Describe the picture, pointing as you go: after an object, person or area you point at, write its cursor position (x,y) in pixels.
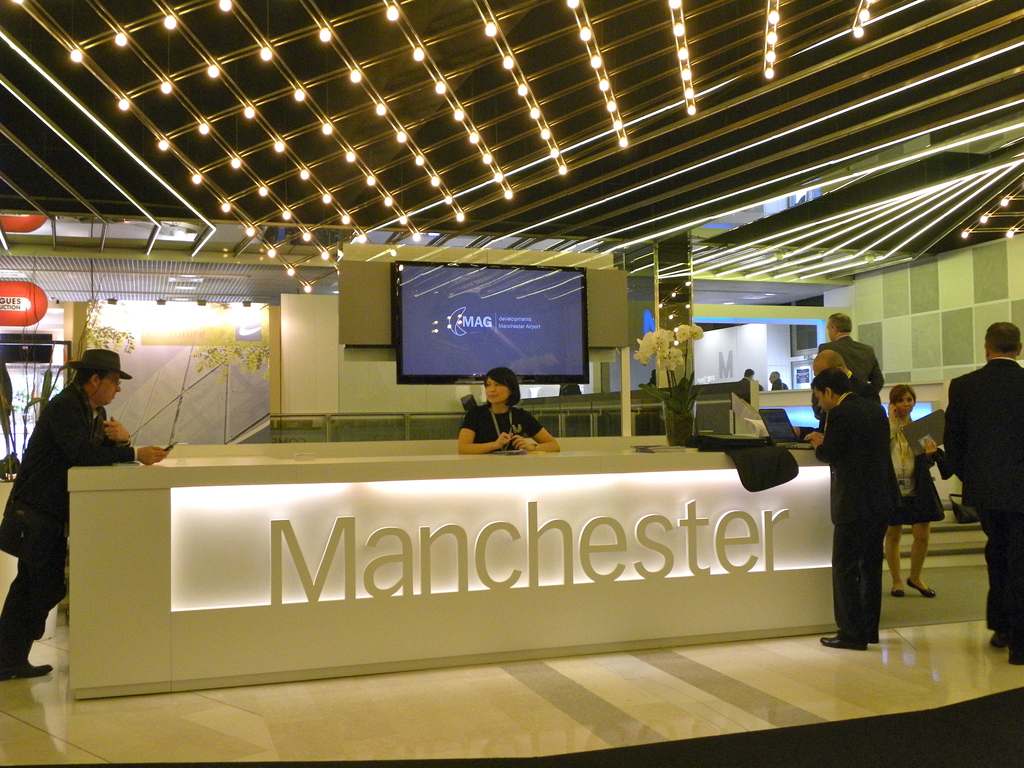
This is an inside view. In the middle of this image (628,503) I can see a table (456,516), at the back (494,413) I can see a woman (477,420) is looking at the man (80,396) who is standing on the left side (26,667). On the right side (858,426) I can see some people (862,464) are standing and few (844,447) are working on laptops (788,437). On the table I can see a flower vase (672,396). In the background (540,345) there is a screen (451,323) is attached to the wall (328,327) and also there are some lights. On the top of the image (354,70) I can see few more lights (608,80).
